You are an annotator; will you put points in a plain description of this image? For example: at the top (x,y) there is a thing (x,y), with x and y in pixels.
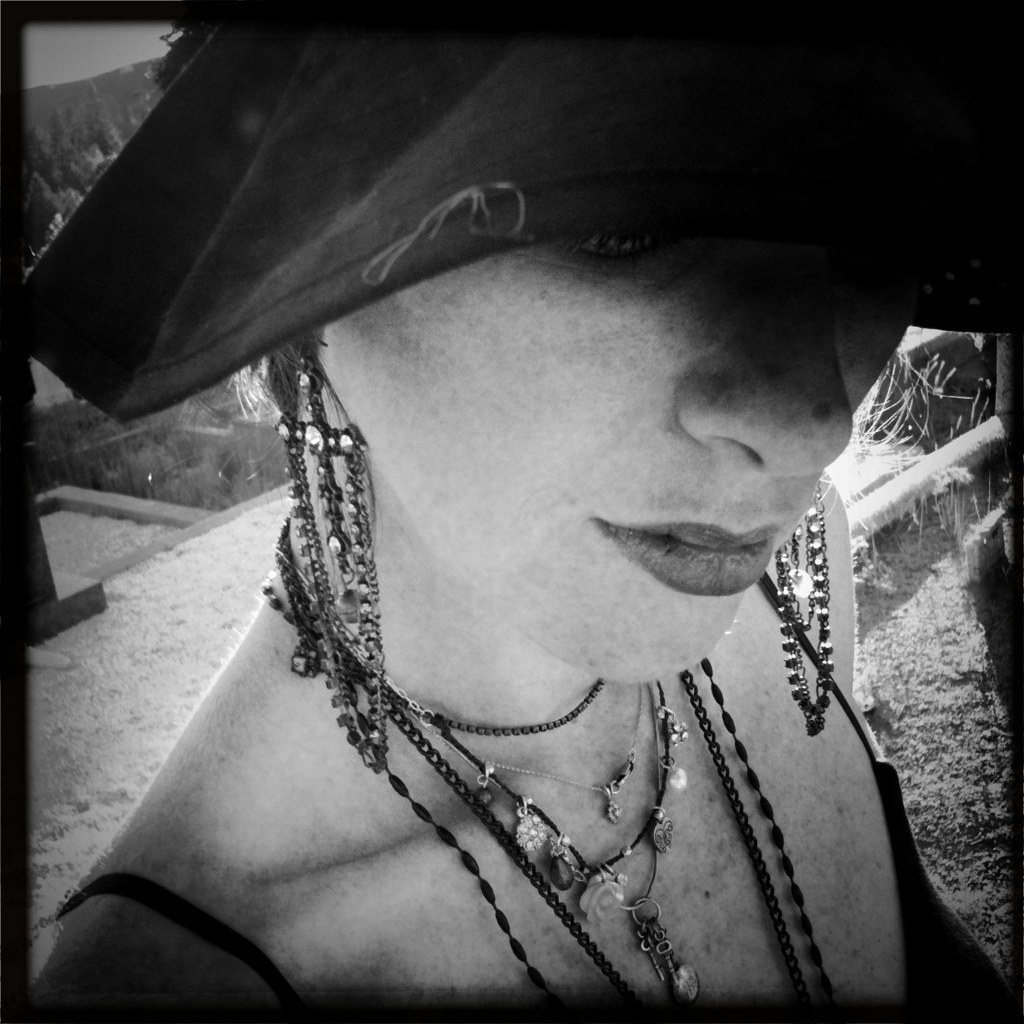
This is a black and white image of a woman (483,717). She is wearing a top (864,732), jewelry (703,738) and hat (635,189). In the background (859,678), we can see land (950,594).
